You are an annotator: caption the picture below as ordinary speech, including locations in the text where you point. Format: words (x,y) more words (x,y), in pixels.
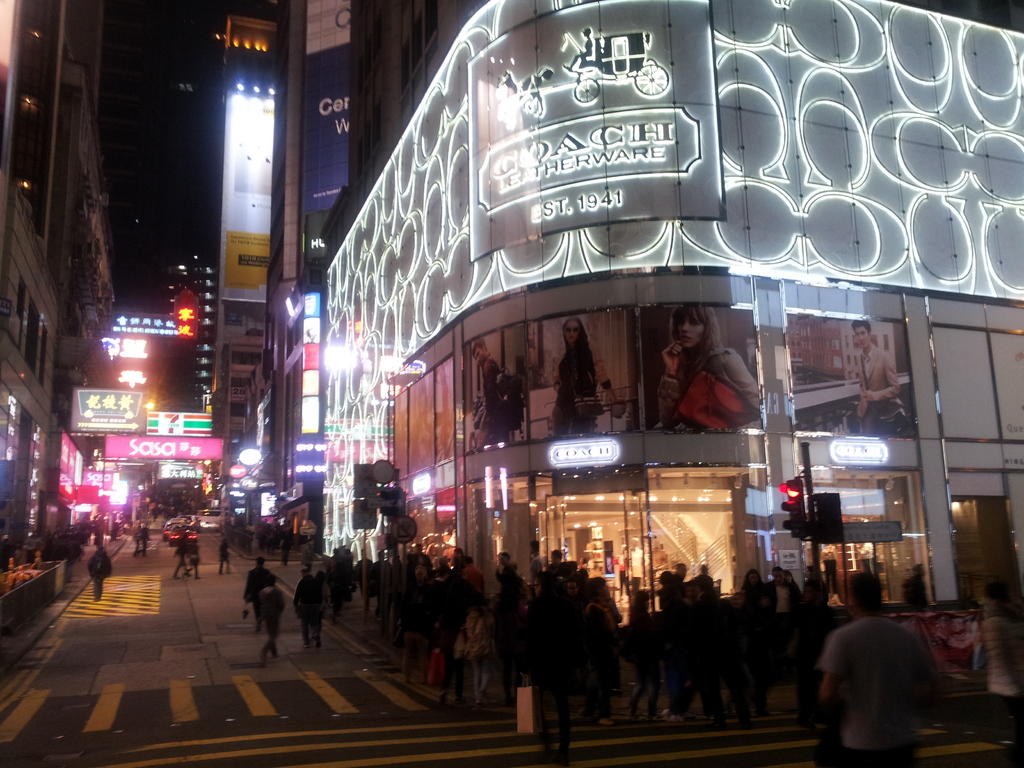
This image is taken outdoors. At the bottom of the image (211,688) there is a road (170,675). In the middle of the image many people (582,651) are walking on the road (233,570) and a few vehicles (171,529) are moving on the road (124,563). In this image there are a few buildings (514,253). There are many boards (159,448) with text (159,448) on them. There are many lights (336,387) and there are a few signal lights (381,486), sign boards (409,529) and poles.
